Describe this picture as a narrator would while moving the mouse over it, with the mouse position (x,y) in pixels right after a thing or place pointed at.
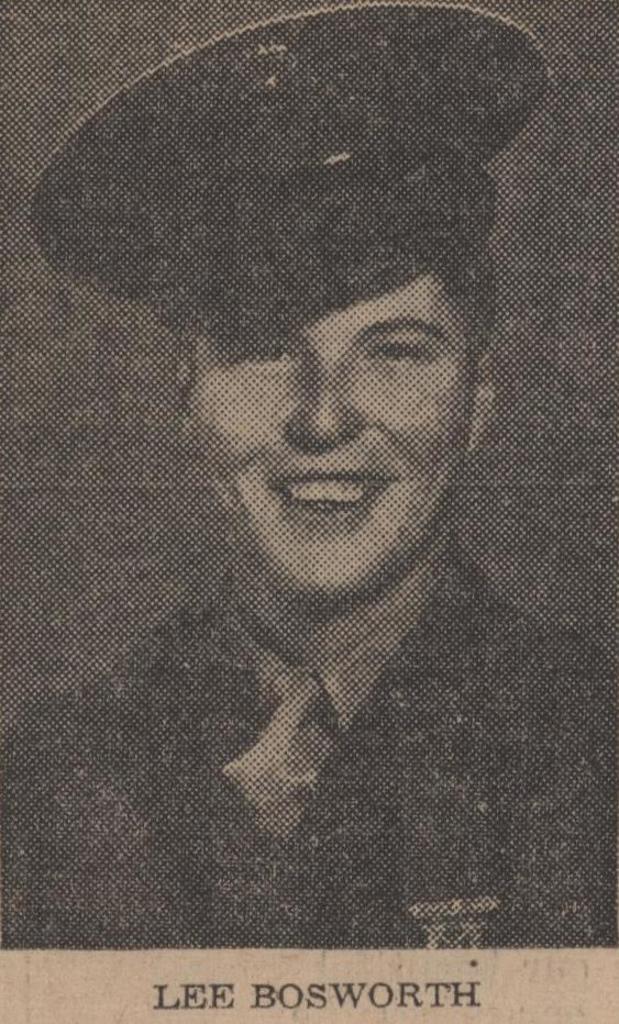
In this image we can see the paper (239,648) and on the paper (286,591) we can see the person (342,669) wearing the cap (343,177) and smiling. We can also see the name (438,988) at the bottom (338,1007).
